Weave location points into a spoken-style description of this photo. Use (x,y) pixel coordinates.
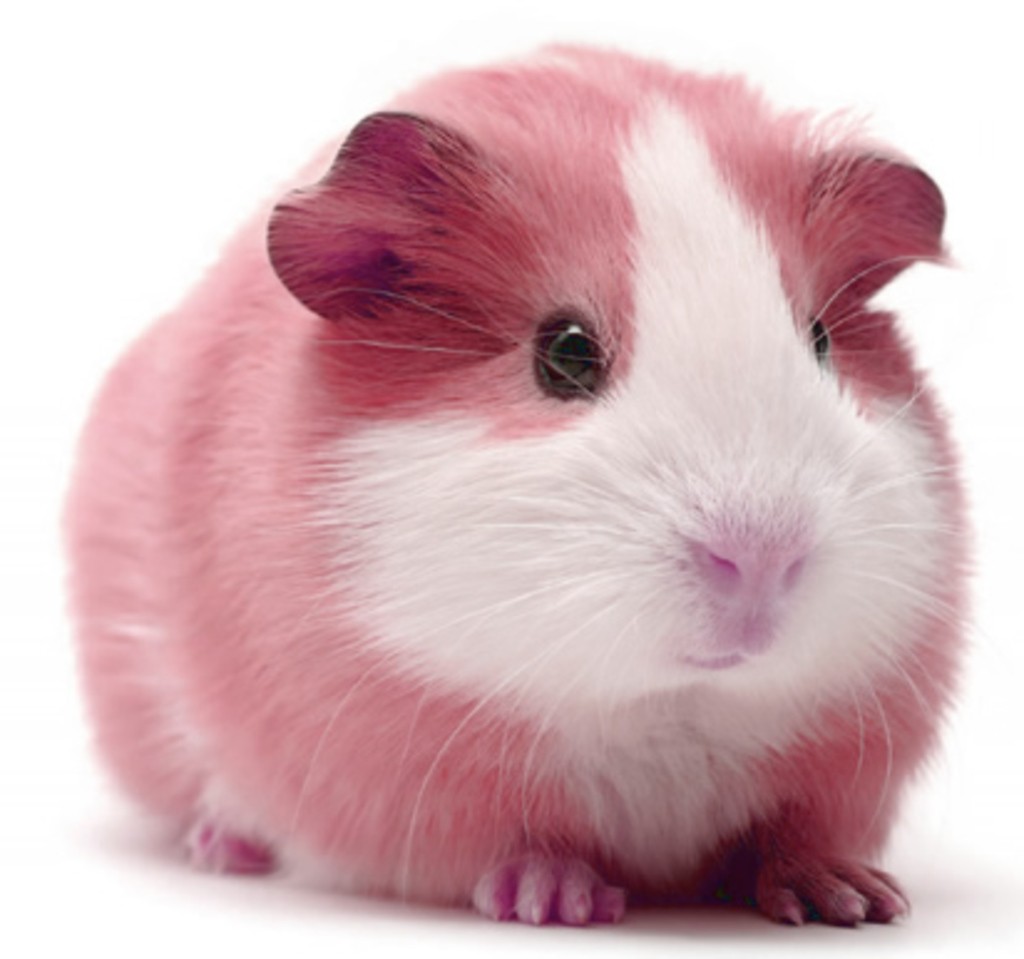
In this picture I can see there is a guinea pig (289,525) and it has white and pink color fur (388,669). There is a white color surface (265,934).
